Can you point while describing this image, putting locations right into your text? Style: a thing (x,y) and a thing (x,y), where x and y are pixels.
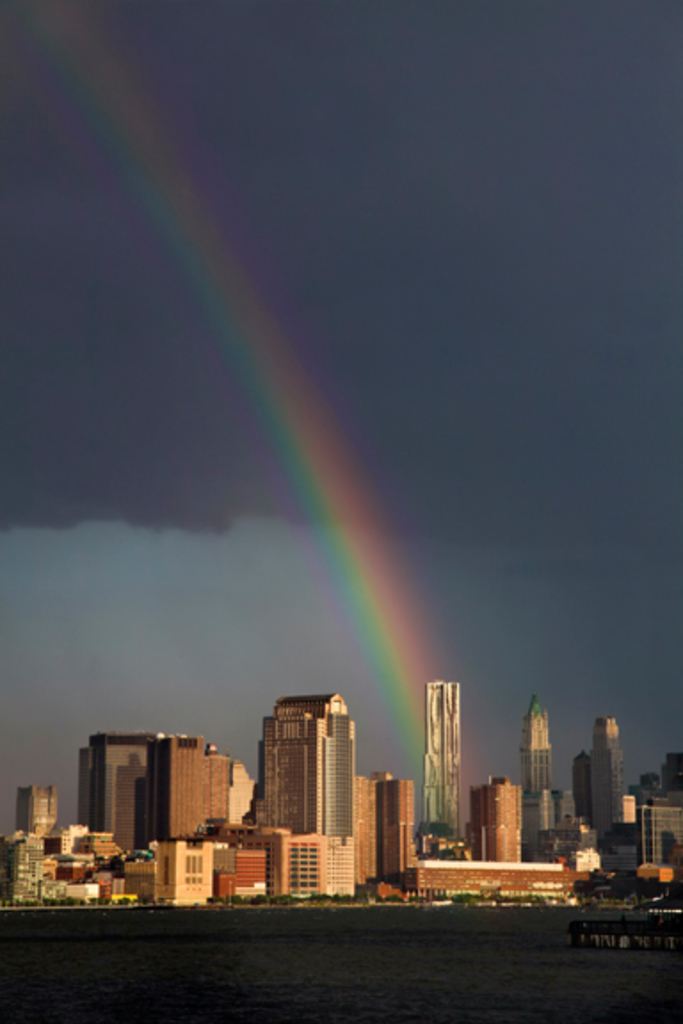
On the bottom (662,895) we can see skyscrapers (285,728), buildings (187,865) and water (505,937). Here we can see a pier (579,926) on the water (603,910). Here we can see rainbow (275,383). On the top (561,84) we can see sky (561,251) and clouds (558,468).
